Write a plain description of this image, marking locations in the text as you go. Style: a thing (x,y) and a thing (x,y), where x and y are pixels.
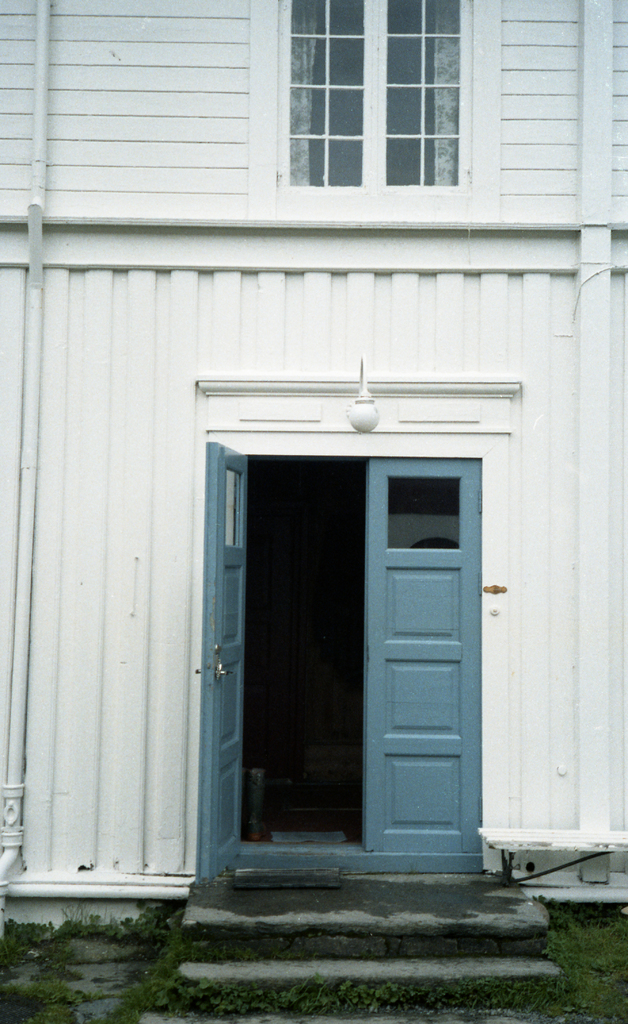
In this picture we can see a building (155,833), window (393,110), curtains (443,98), doors (423,759), steps (527,938), wall (511,694), pipe (47,46), grass (593,928) and some objects (248,801).
